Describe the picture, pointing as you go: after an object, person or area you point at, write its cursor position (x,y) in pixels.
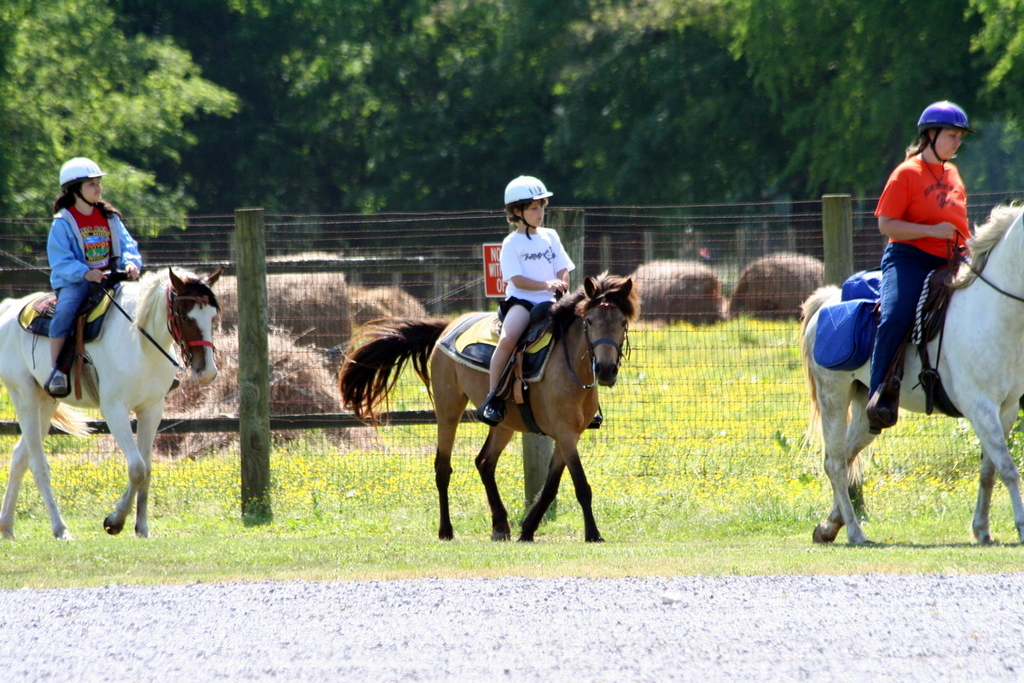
In the middle (586,401) a little boy (521,273) is riding the horse (586,416) it is in brown color. In the left side (139,346) a girl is riding the horse (130,335), it is in white color. In the long back side there are trees (409,185).
